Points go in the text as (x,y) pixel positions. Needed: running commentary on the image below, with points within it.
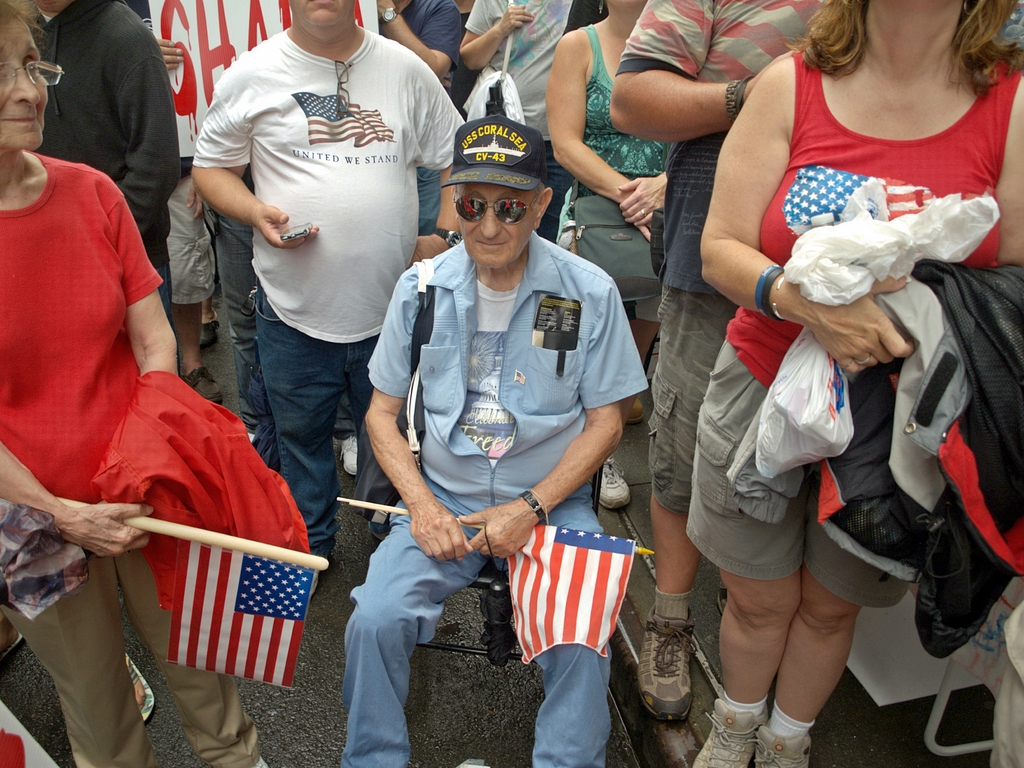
The old man (533,399) in the middle of the picture (533,399) wearing blue shirt (525,365) is sitting on the chair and he is holding a flag (546,609) which is in red, white and blue color. Beside him, the woman (791,326) in red t-shirt (934,202) is holding plastic cover (857,260) and black jacket (888,436) in her hands (825,316). Behind him, we see people (224,82) standing on the road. This picture might be clicked outside the city.
